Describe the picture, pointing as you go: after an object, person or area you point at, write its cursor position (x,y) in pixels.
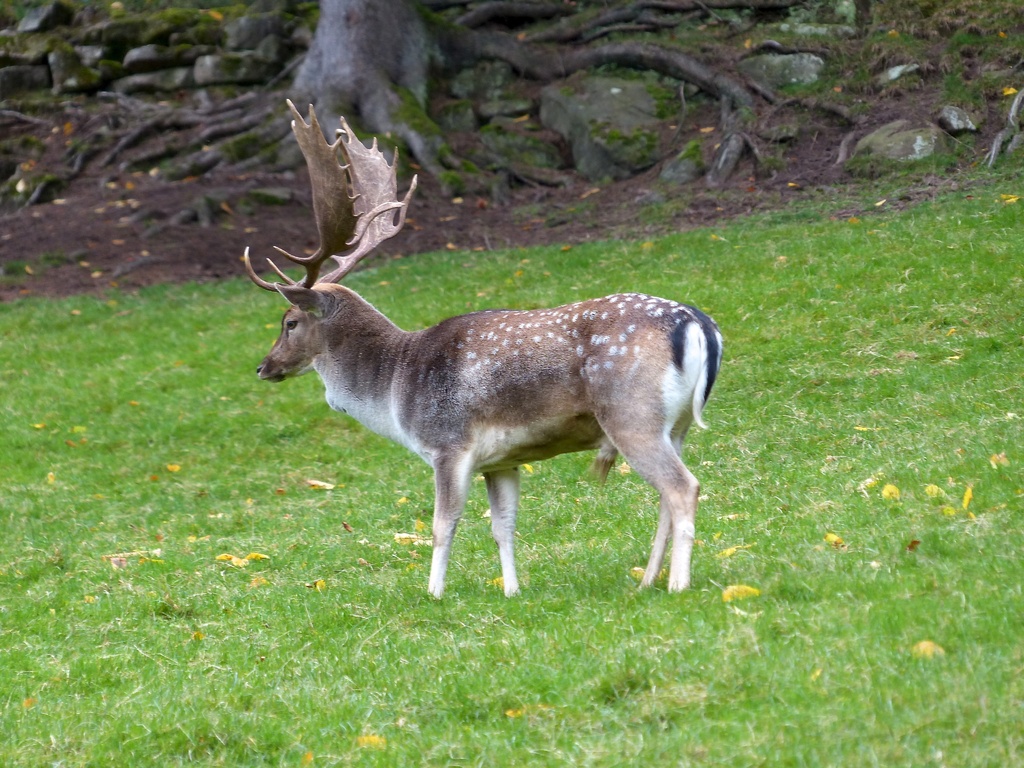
In this image I can see grass ground (414,551) and on it I can see a deer (325,246) is standing.
